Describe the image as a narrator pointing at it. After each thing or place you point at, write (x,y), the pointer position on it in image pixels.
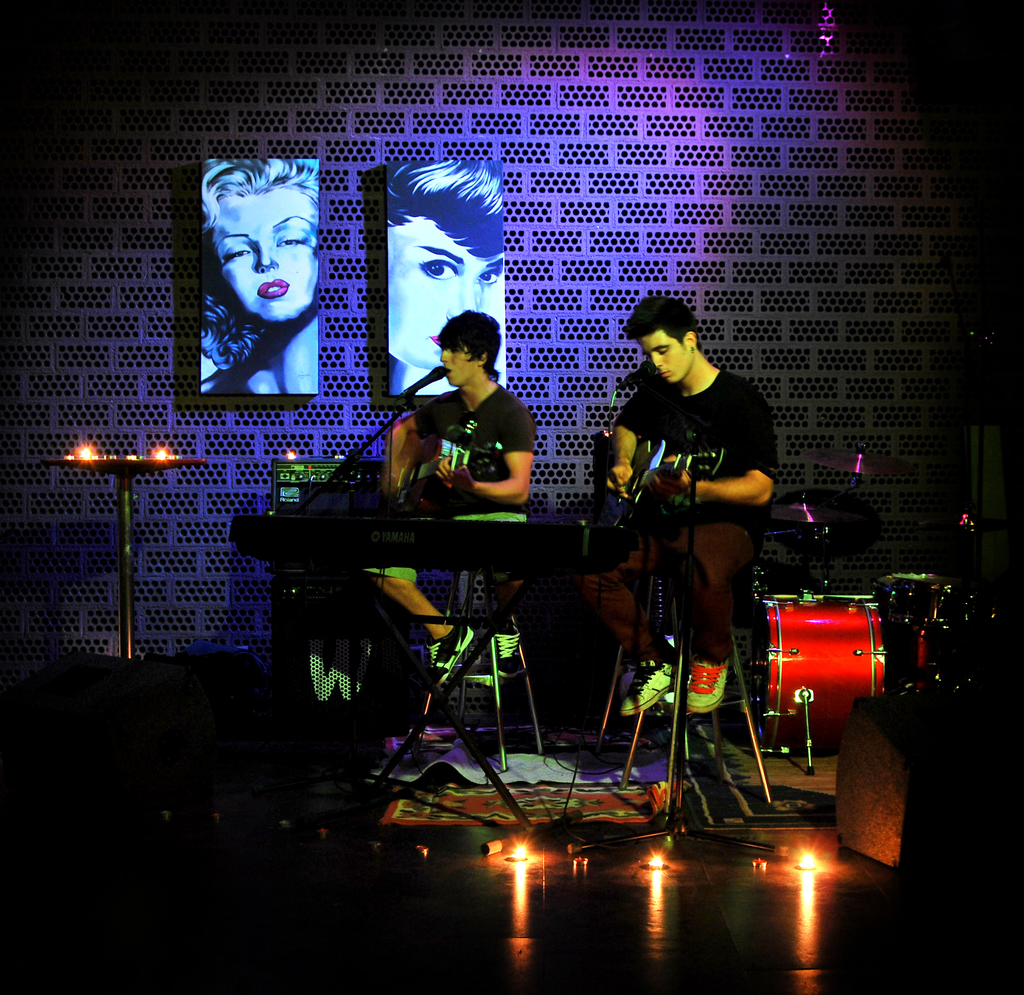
In this image we can see two persons (504,659) sitting on the stools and playing guitars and we can see mics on stands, frames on a wall (223,95), piano (613,532) on a stand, lights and other musical instruments (926,647).
